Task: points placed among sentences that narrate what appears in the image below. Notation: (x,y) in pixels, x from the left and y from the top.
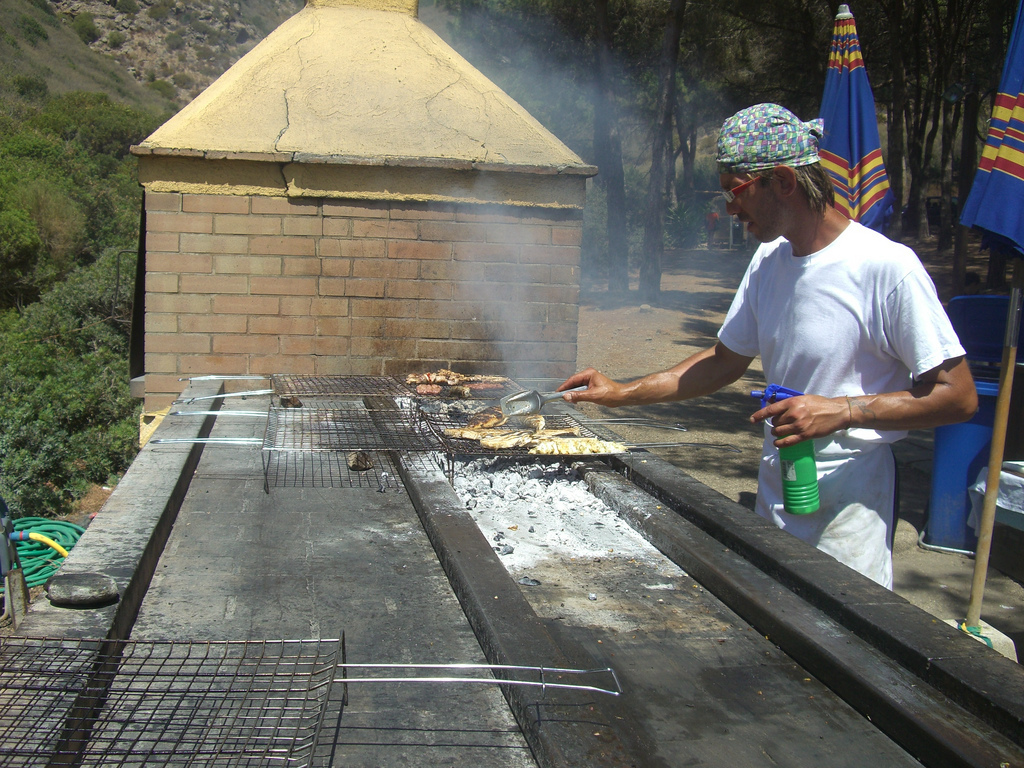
In this image we can see a man (876,501) holding a spatula (545,396) and a bottle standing in front of a concrete surface (680,559) containing some food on the grills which are placed on it. We can also see a house (565,364), the umbrellas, a wooden pole (970,612), pipe (20,555), a container (961,455), some plants (127,402), stones (149,37) and a group of trees (718,115).
